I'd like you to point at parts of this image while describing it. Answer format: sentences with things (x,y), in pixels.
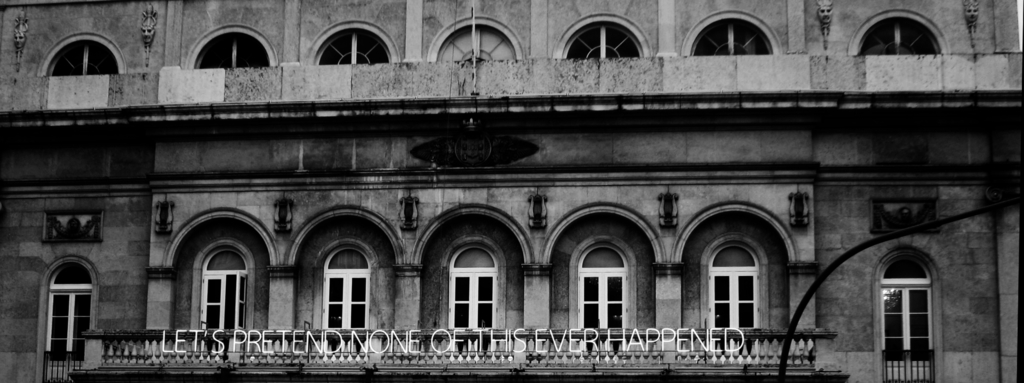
This is a black and white image of a building (443,137) with glass window balconies (213,298), in front of the balconies (283,355) on the concrete fence (604,341) there is some text (453,331).
